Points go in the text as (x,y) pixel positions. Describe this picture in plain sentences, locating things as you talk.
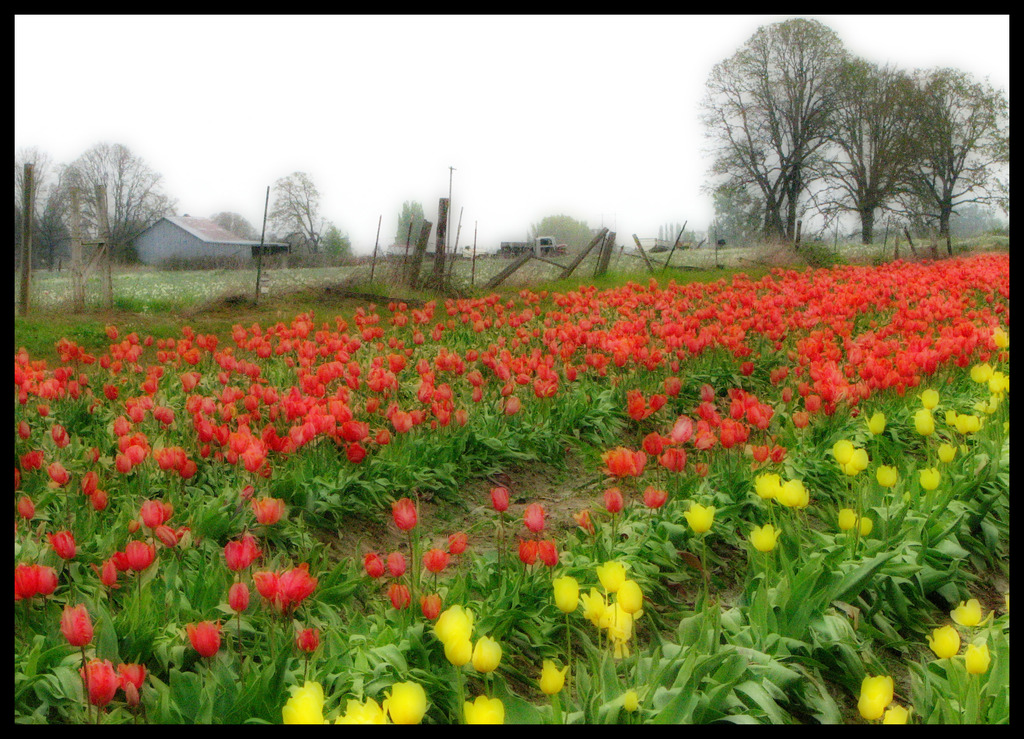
In the image there are red and yellow tulips flower plants (694,470) all over the land (224,308) and in the background (166,235) there is a home (158,247) with trees (278,221) on either side of it and above its sky (353,73).
